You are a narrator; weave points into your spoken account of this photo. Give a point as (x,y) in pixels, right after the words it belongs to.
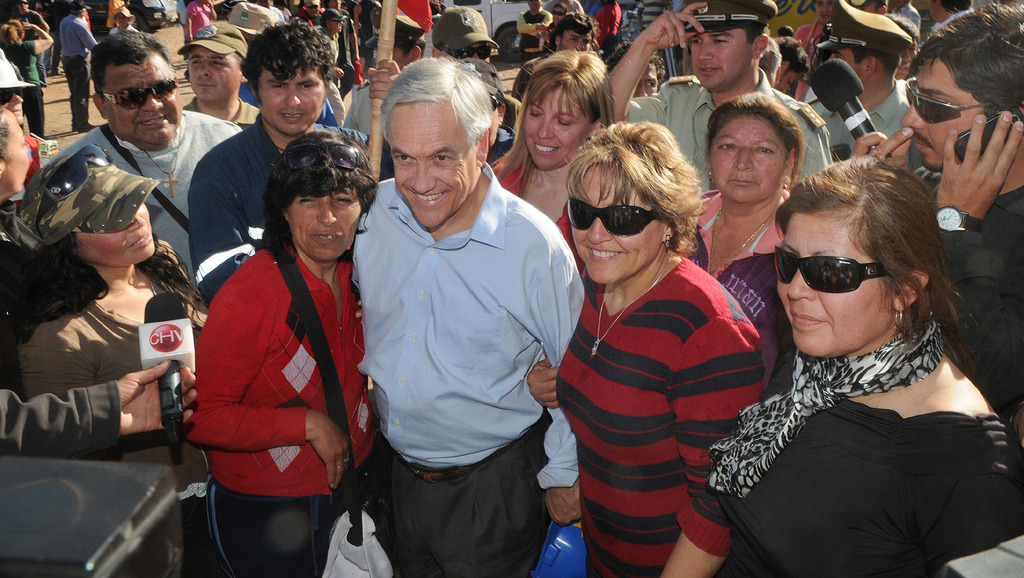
In this image there are many people (449,293) on the road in which two (43,430) of them are holding microphones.
